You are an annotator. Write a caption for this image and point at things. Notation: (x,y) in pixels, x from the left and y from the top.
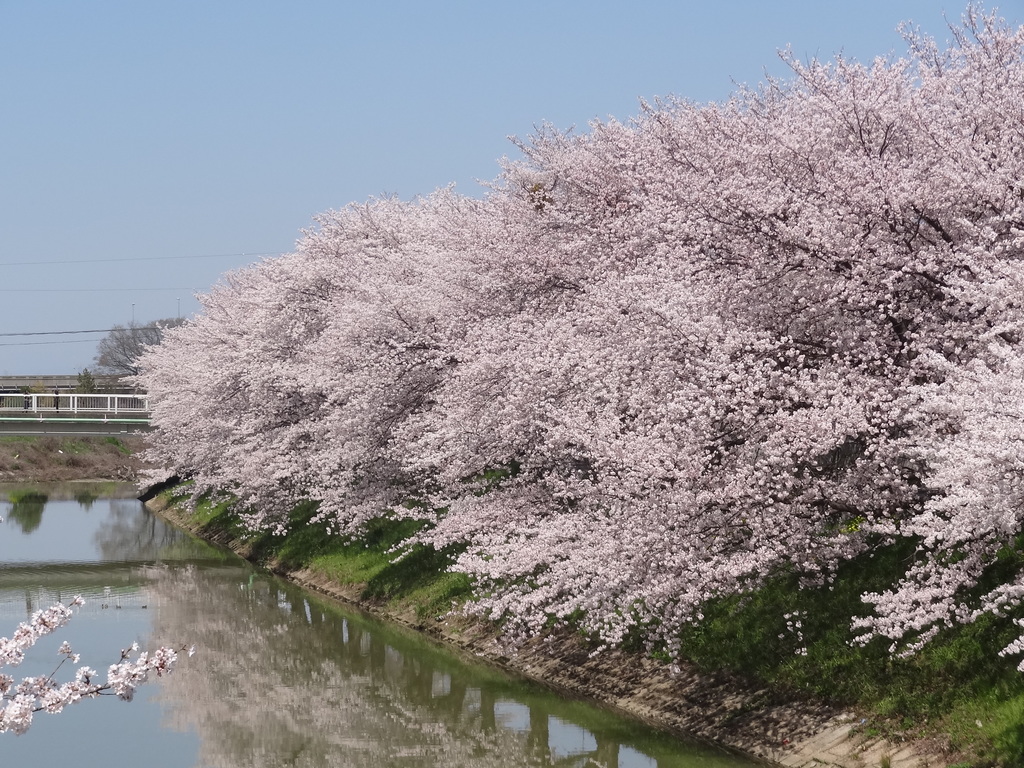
In this image there are trees (648,460) with pink color flowers (650,273), water (292,625), and in the background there is sky (190,178).
